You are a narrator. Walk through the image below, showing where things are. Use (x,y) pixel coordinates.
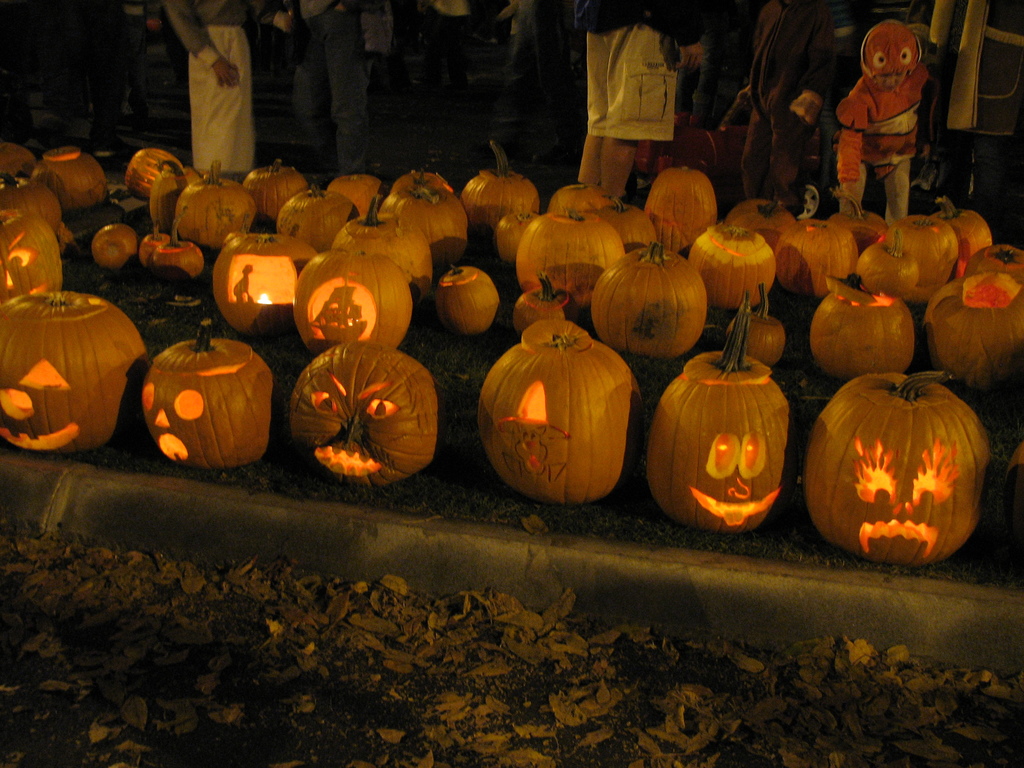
In the foreground of this image (843,488), there are dry leaves (465,647) and pumpkins (510,427) with light (746,432) inside it. At the top (793,69), there are people (197,99) standing.
